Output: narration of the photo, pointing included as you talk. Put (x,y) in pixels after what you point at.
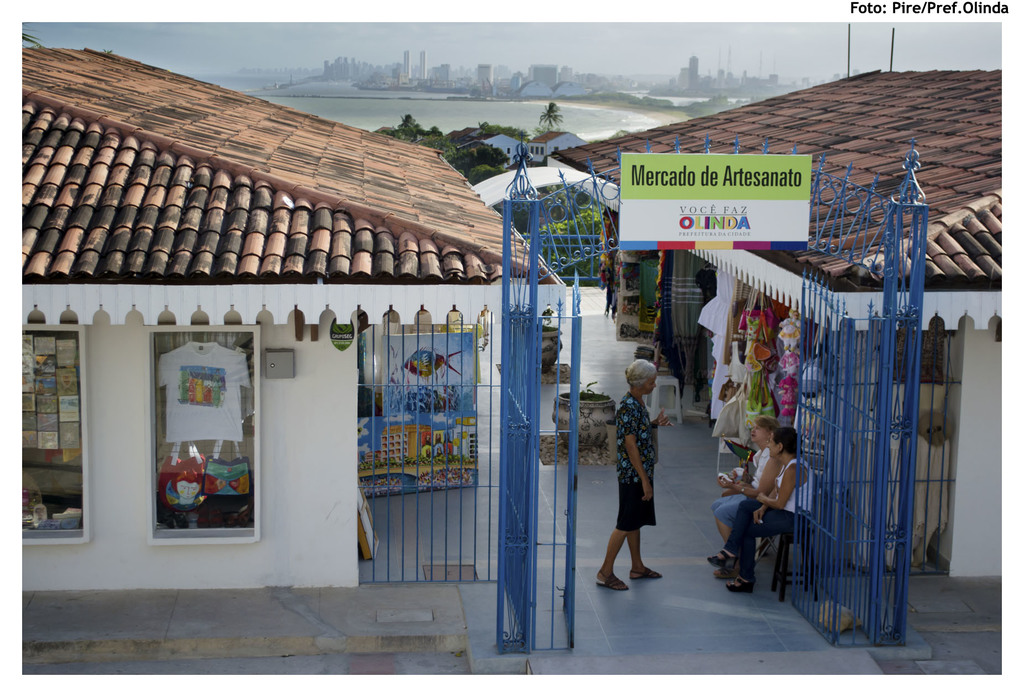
In this image we can see there is a building (958,238) names mercado de artesanato with some shopping stalls (814,405) also there are few people (621,500) sitting and standing there. Behind that there is a lake (316,85) and other buildings (341,71).
